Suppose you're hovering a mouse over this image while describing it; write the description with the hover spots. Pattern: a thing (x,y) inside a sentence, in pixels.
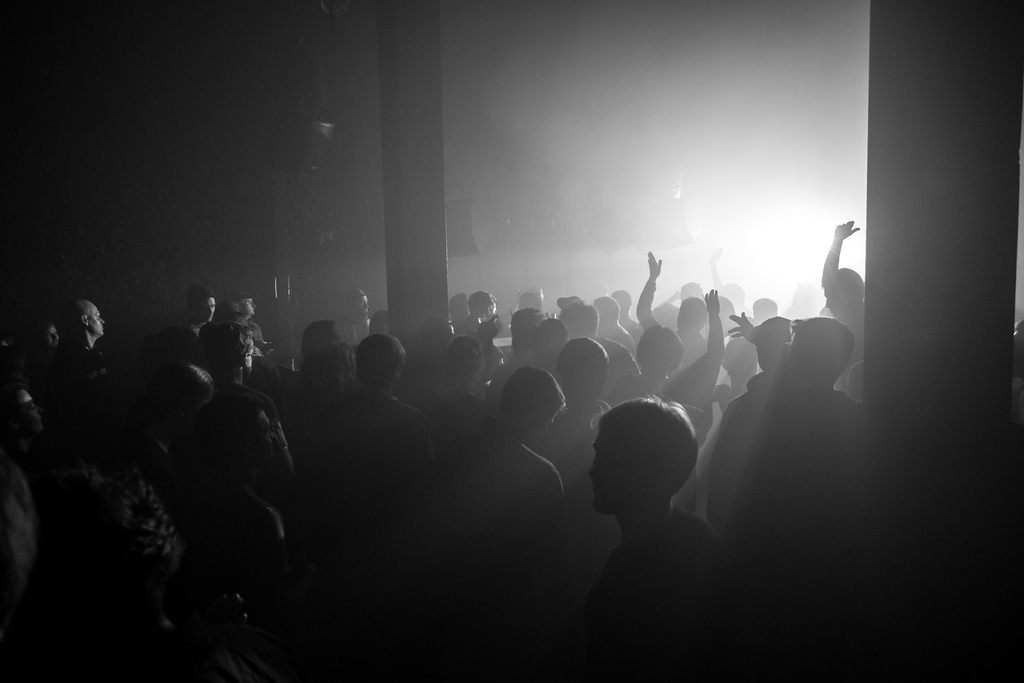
In this image we can see group of people (341,473) are standing, there is the pillar (403,116), there it is dark.
